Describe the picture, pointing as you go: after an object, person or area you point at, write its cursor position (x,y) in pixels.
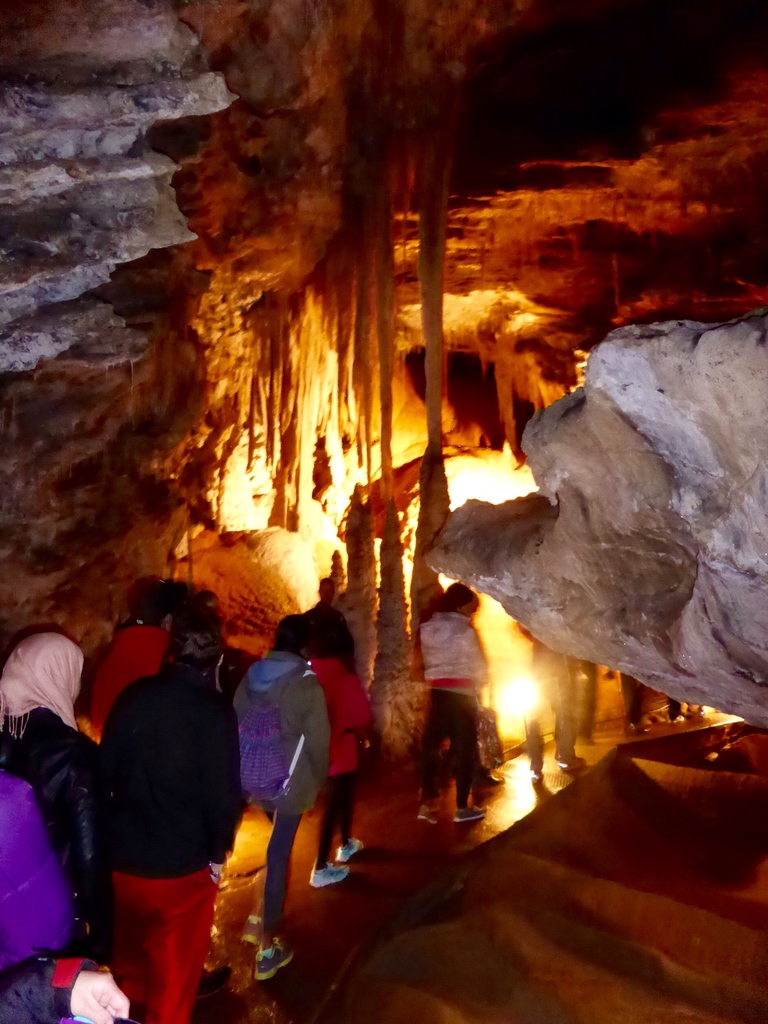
In this picture there are people (18,776) in the bottom left side of the image (135,710), there is a path (351,910) in front of them and there are rocks (363,304) in the background area of the image (360,487).
